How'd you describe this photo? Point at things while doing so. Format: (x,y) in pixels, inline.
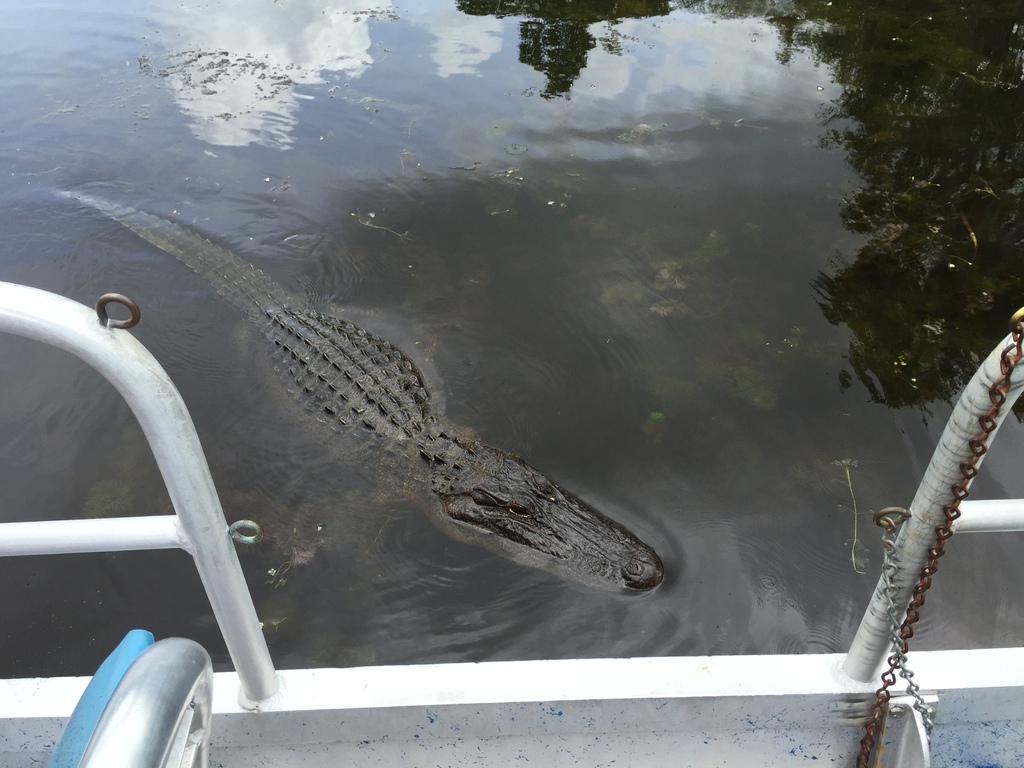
In the middle of this image (464,438) there is a crocodile (338,376) in the water (481,305). At the bottom (371,725), I can see the railings (215,571) on a wall (528,710). On the right side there is a chain (892,640). In the top right-hand corner (955,66), I can see the reflection (899,121) of trees (897,102) on the water (817,138).
